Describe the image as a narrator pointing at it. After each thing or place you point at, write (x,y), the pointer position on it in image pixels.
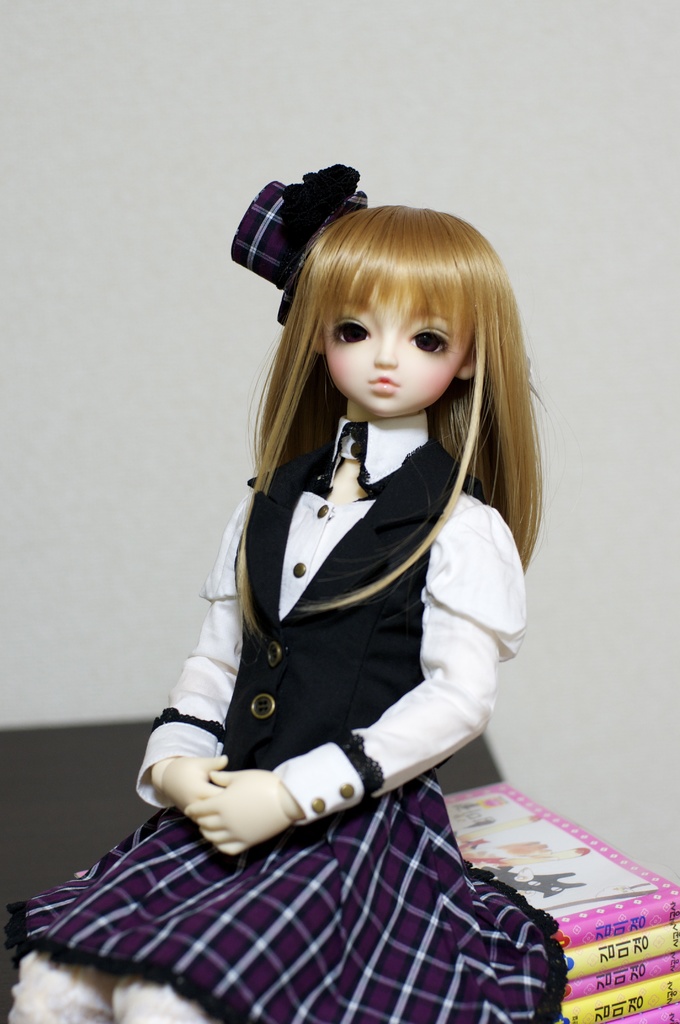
In the middle of the image (311,519) we can see a toy (416,655) and few books (615,876).
